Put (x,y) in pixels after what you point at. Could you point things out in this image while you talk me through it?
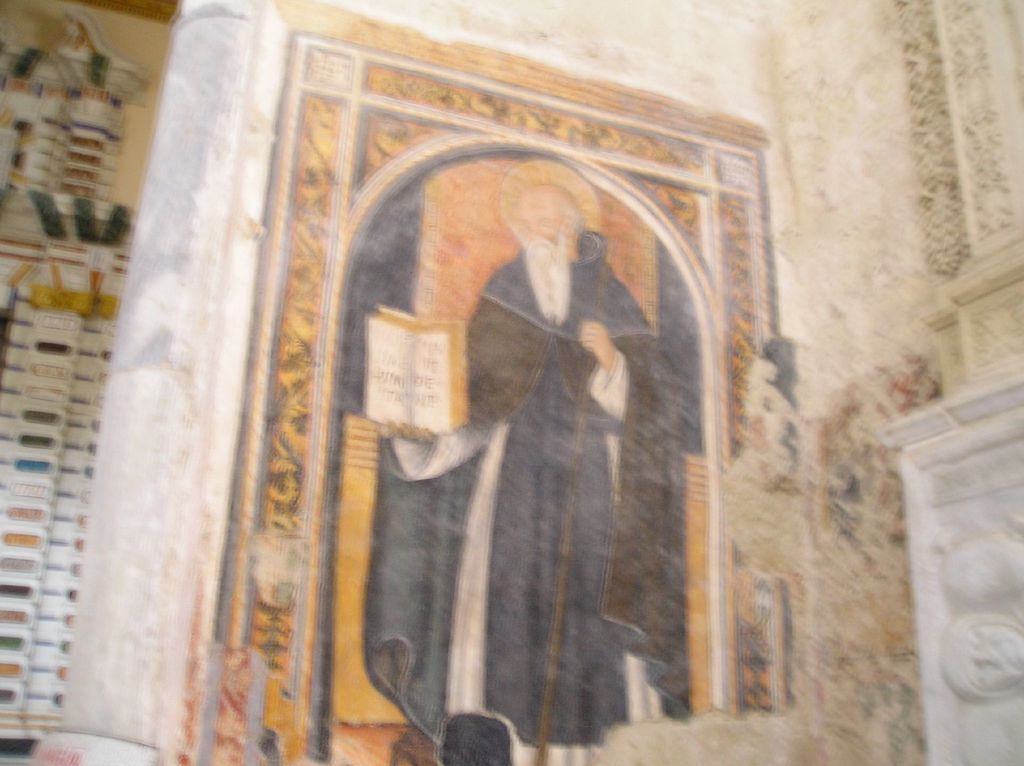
In this image I can see the wall painting (485,159). In the painting (704,183) I can see the person (600,469) holding the book (460,368). To the left (55,393) I can see something which is colorful.
